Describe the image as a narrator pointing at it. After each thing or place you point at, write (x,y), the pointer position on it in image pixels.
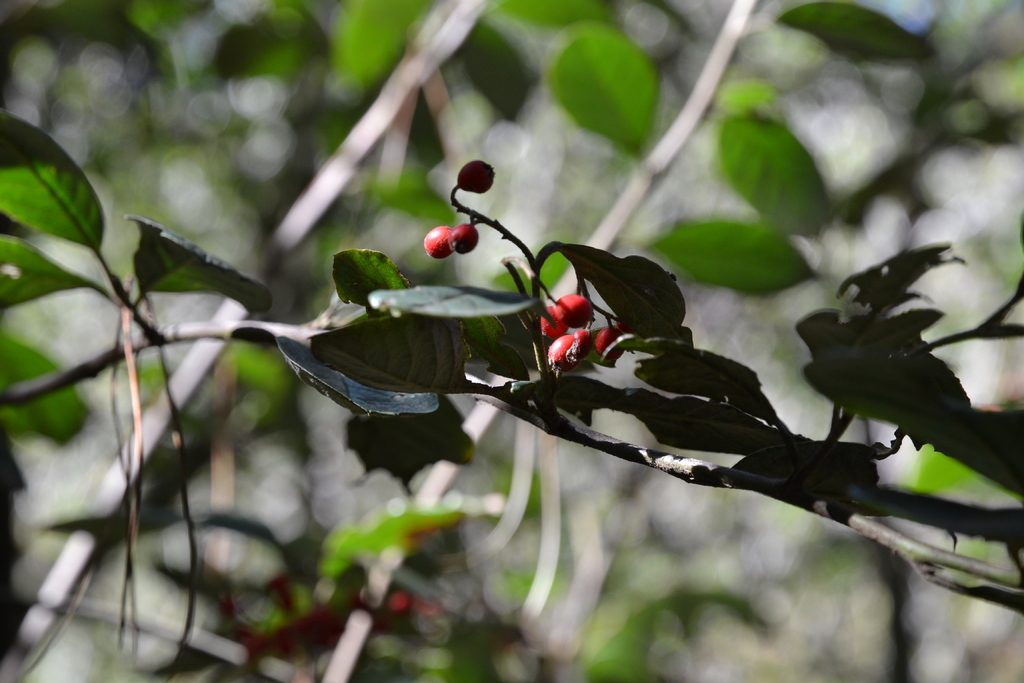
In this image there are small red fruits (439,242) and there are leaves (387,318) around them. In the background (490,406) there are plants (684,603).
